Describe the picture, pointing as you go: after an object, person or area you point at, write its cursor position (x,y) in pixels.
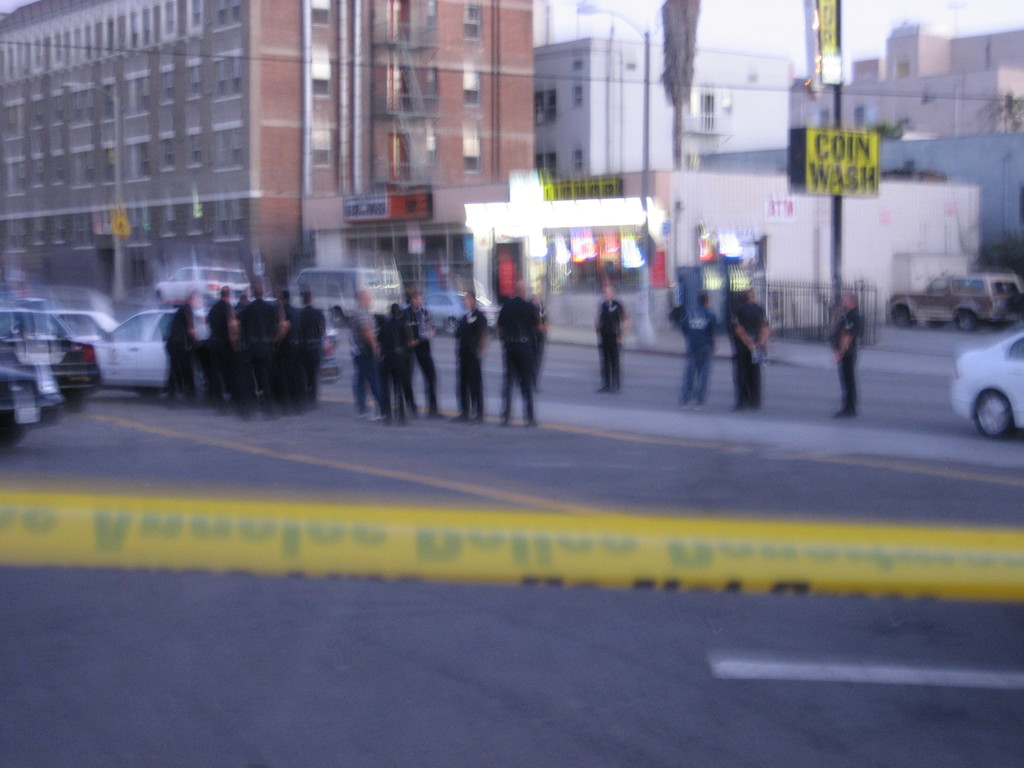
This is an outdoor picture. A group of people (220,343) are standing on a road (449,358) in black dress (298,331). Fence (784,307) is in black color. Store (916,224) is in white color. This is a building (335,162) in brown color with a window (471,153). Sky (781,14) is in white color. There are number of houses (779,92). Far there are number of vehicles (1002,362). Pole (833,235) is in black color with an advertisement (836,148).
